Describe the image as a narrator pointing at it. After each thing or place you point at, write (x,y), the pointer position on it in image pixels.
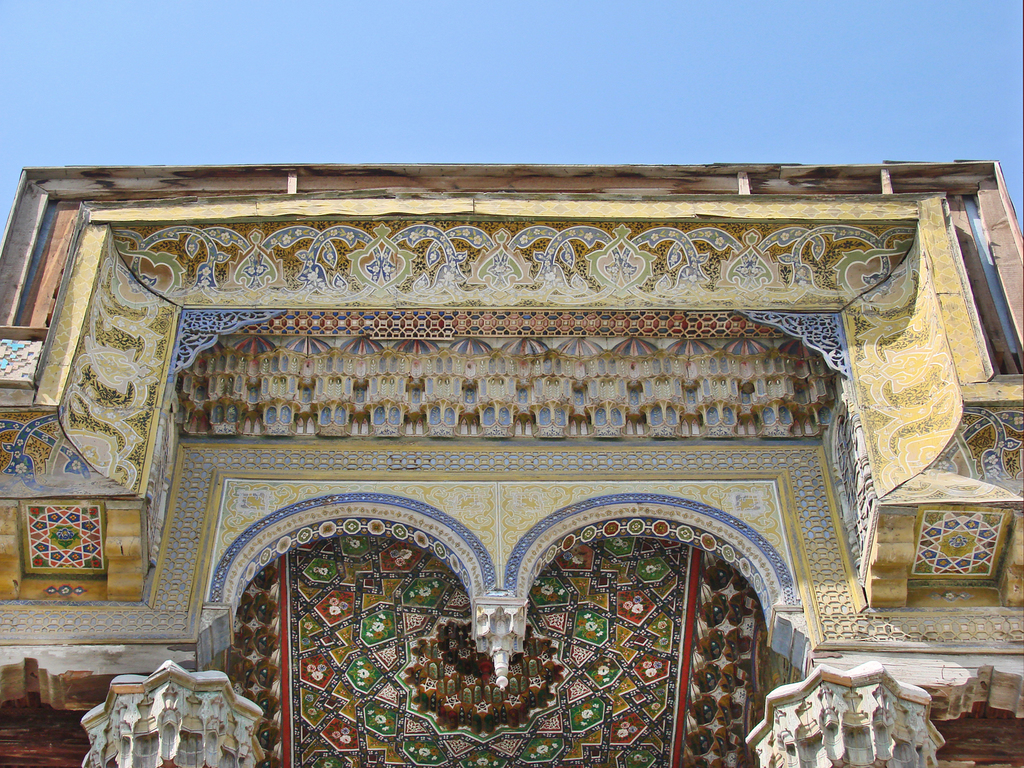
In this image we can see a building (609,404) with design (579,537) and sky (501,108) in the background (416,66).
